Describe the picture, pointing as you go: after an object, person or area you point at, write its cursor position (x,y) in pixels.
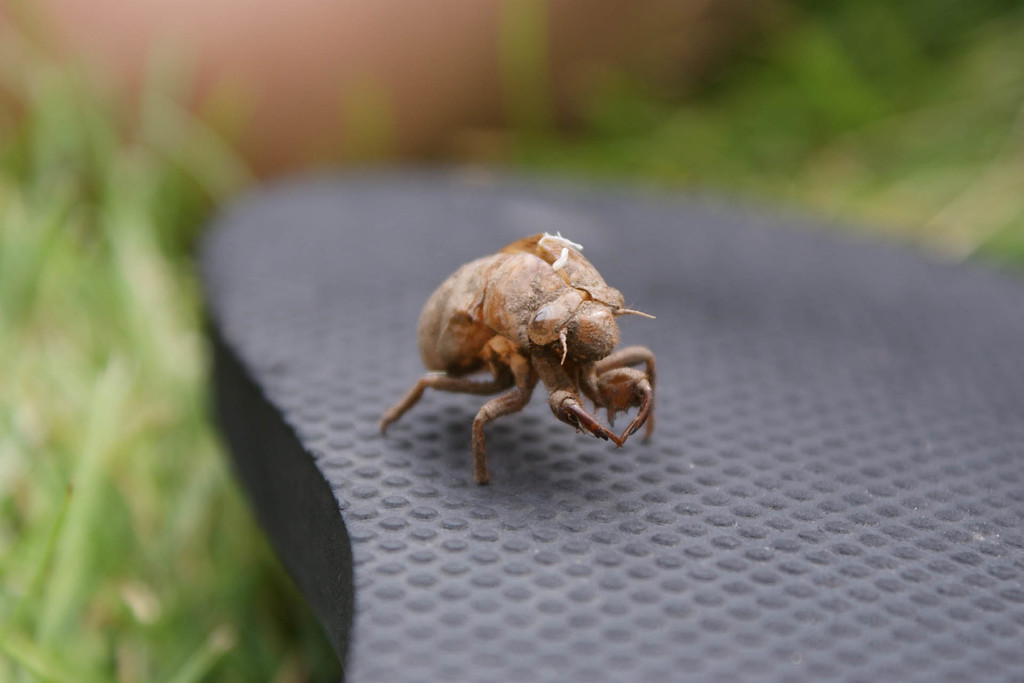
There is an insect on a black surface (694,279). In the background (343,51) it is blurred.
